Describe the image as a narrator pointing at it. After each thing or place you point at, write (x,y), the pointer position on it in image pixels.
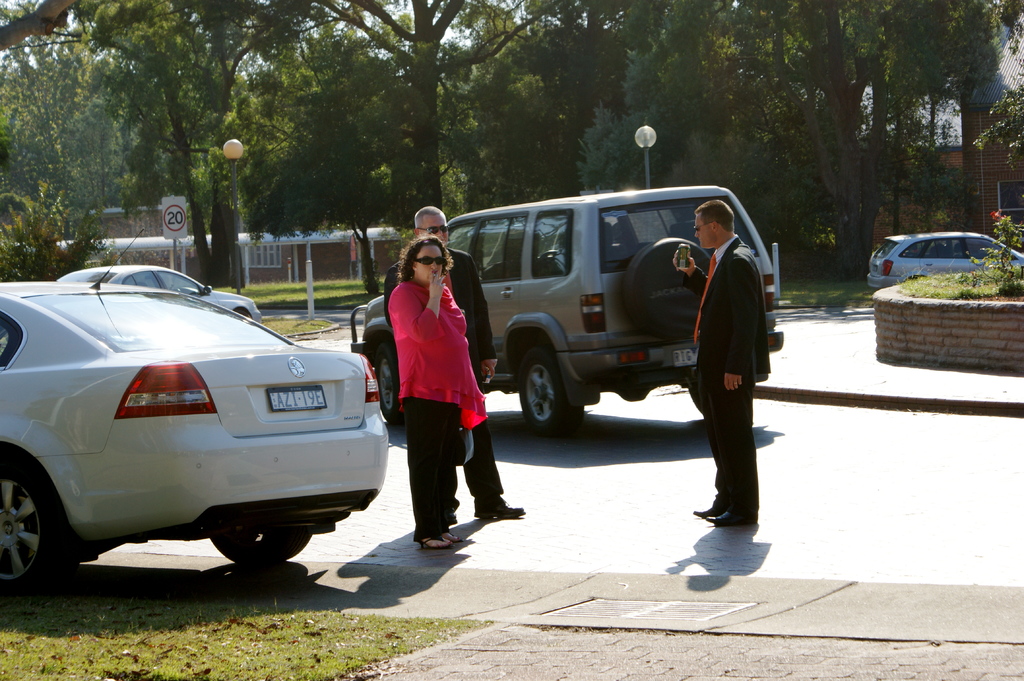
This picture is clicked outside the city. In this picture, we see three people (399,327) are standing on the road (639,555). Beside them, we see cars (355,331) are parked on the road (599,408). On the right side (952,286), we see a plant (991,268) and grass (953,292). Beside that, we see a white car (935,260) is moving on the road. In the background (202,258), we see light poles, railing (194,246), whiteboard (179,226), trees (305,185) and buildings (145,262). It is a sunny day.
